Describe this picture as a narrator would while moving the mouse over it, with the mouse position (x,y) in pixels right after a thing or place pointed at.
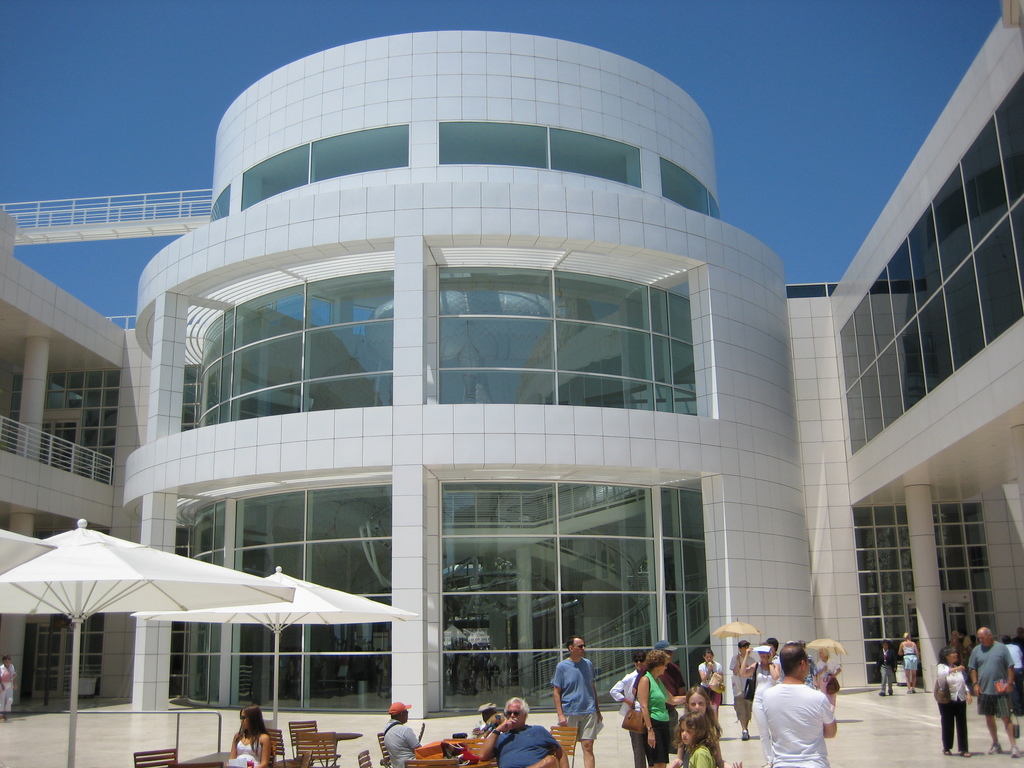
In this picture we can see a group of people (656,724) standing, some people (703,746) are walking on the path (345,744) and some people (402,735) are sitting on chairs (328,757). On the left side of the people (689,734) there are poles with umbrellas (116,593) and behind the people (531,744) there is a building (526,409) and a sky (791,196).
